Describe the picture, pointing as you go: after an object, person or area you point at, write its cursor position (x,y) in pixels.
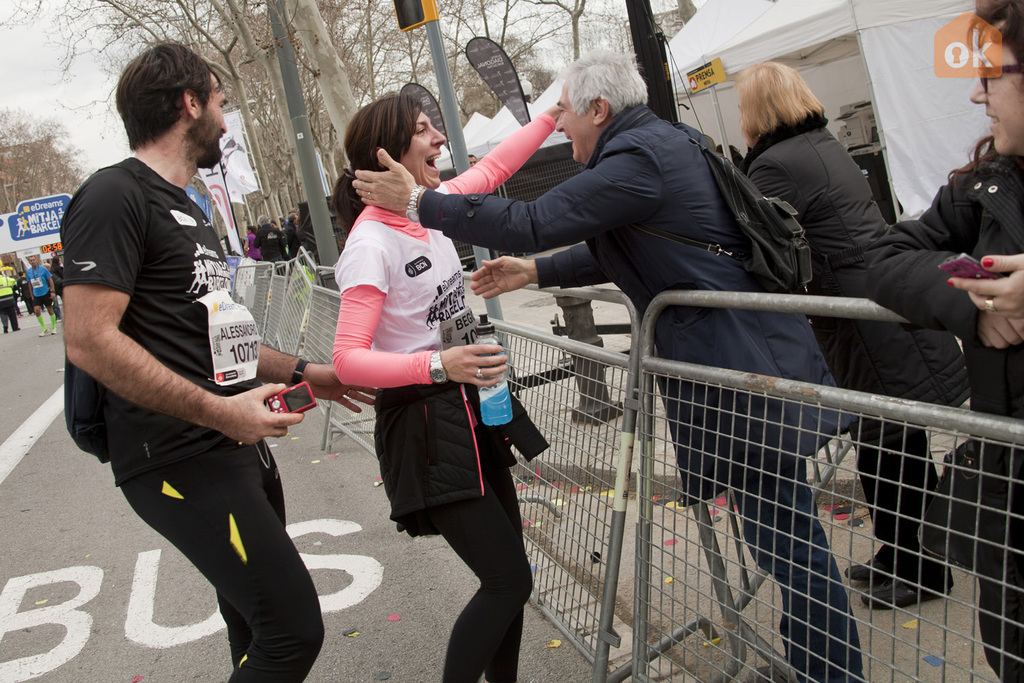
In the picture I can see people (480,235) among them some are standing and some are walking on the road (29,391). The people (232,345) in the front (242,378) are smiling. In the background (522,383) I can see a fence (522,383), poles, trees (324,112), the sky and some other objects (246,259) on the ground (1,355).
